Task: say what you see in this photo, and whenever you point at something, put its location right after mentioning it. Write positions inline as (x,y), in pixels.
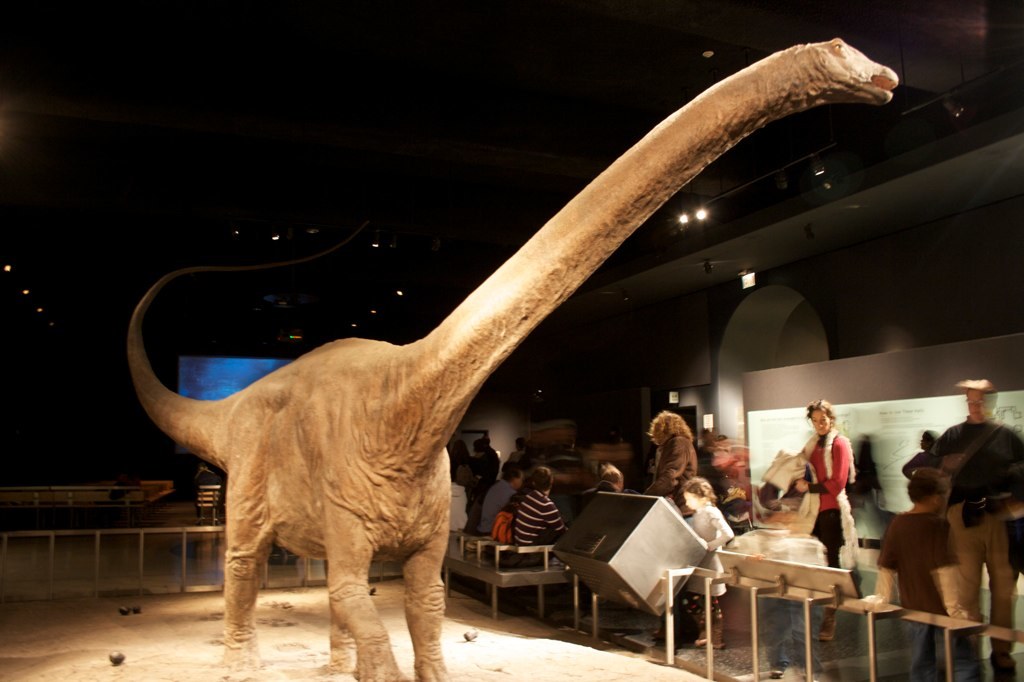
In this image I can see a prototype of a dinosaur (269,426) which is brown in color on the ground (278,620). I can see the railing (872,660) around it, few persons (740,493) standing, few persons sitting and in the background (762,198) I can see few lights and the dark background (61,332).
